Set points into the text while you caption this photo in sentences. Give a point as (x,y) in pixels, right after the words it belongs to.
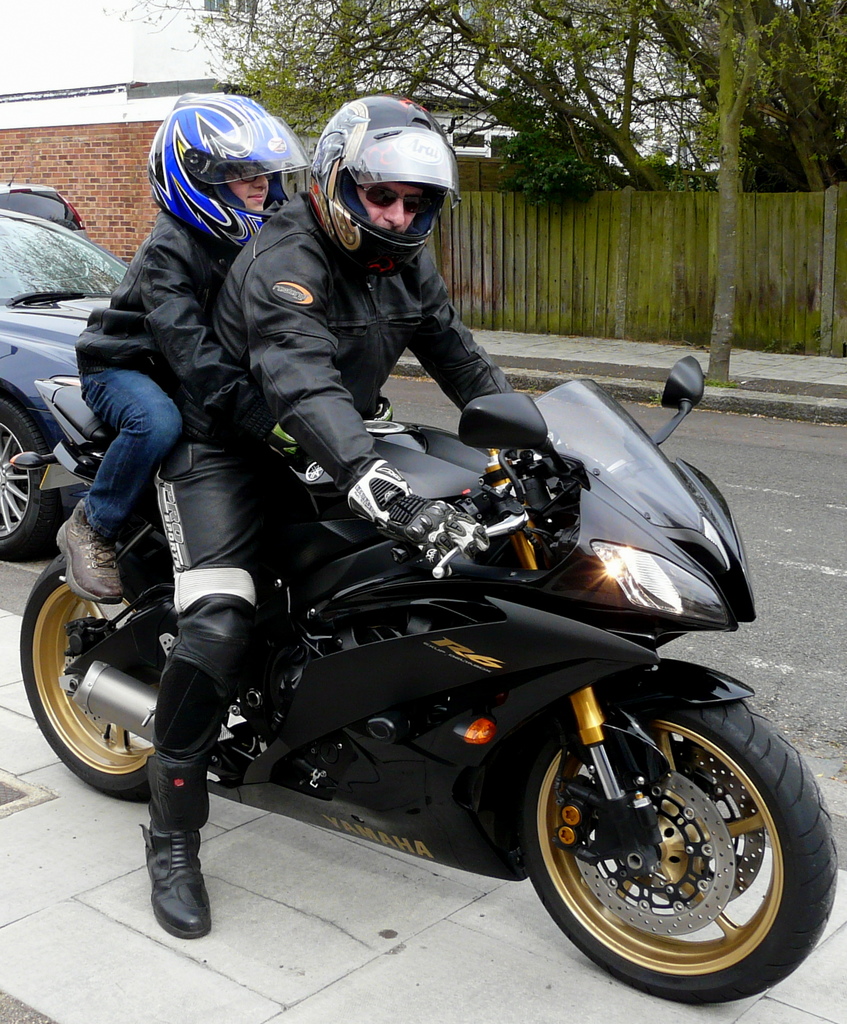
There are 2 persons (294,442) on a bike (355,597) on the road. In the background (130,156) there are vehicles (69,329), buildings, trees (729,247), fence (646,237).
